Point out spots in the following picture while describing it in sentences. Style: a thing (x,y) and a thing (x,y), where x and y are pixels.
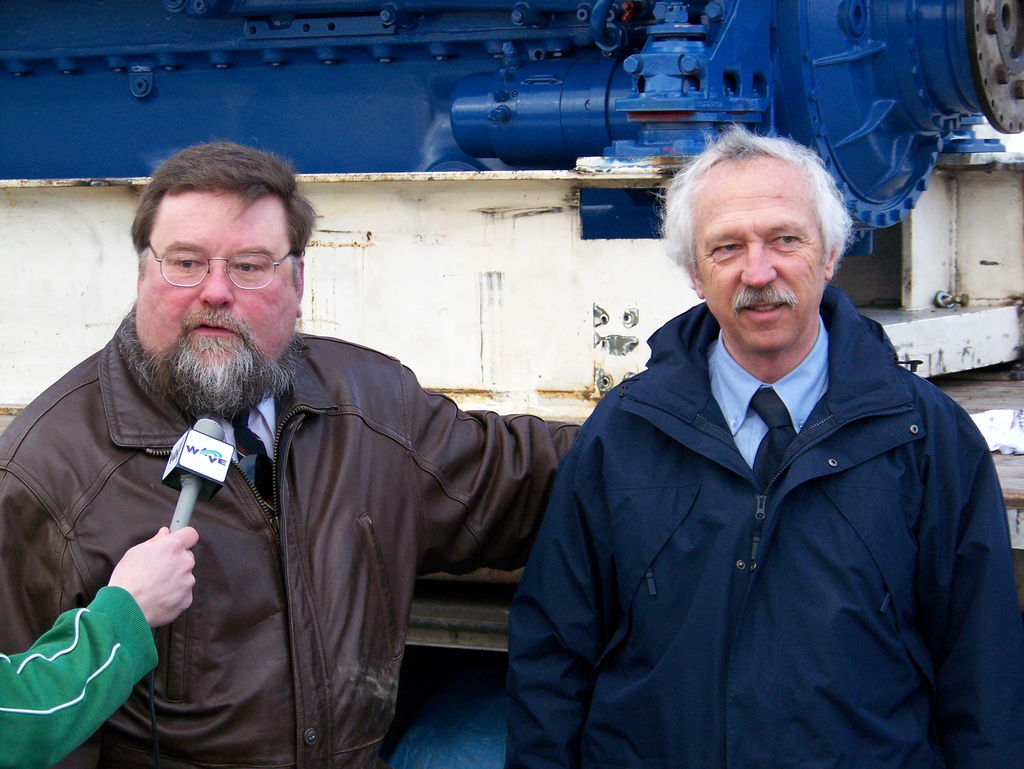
On the left side (318,494), there is a person (334,515) in a brown color jacket (345,382), wearing a spectacle (193,253) and speaking. In front of him, there is a person (81,656) in a green color jacket (95,655), holding a mic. On the right side (873,663), there is a person (796,185) in a navy blue color jacket (699,529), smiling and standing. In the background (338,131), there is an object (632,50).
